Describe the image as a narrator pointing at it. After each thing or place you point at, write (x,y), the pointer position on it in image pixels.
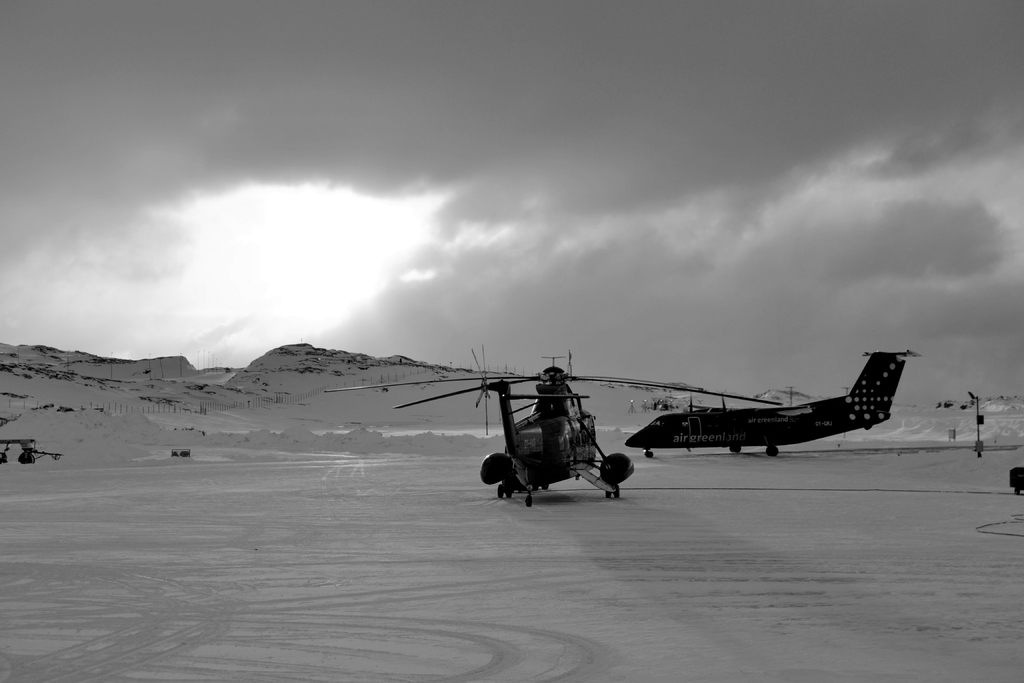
In this image we can see a plane (704,416) and a helicopter (525,473) on the land (502,563). Background of the image (65,380) mountain (329,383) covered with snow (309,405) is there. The sky (66,345) is covered with clouds (511,143).
